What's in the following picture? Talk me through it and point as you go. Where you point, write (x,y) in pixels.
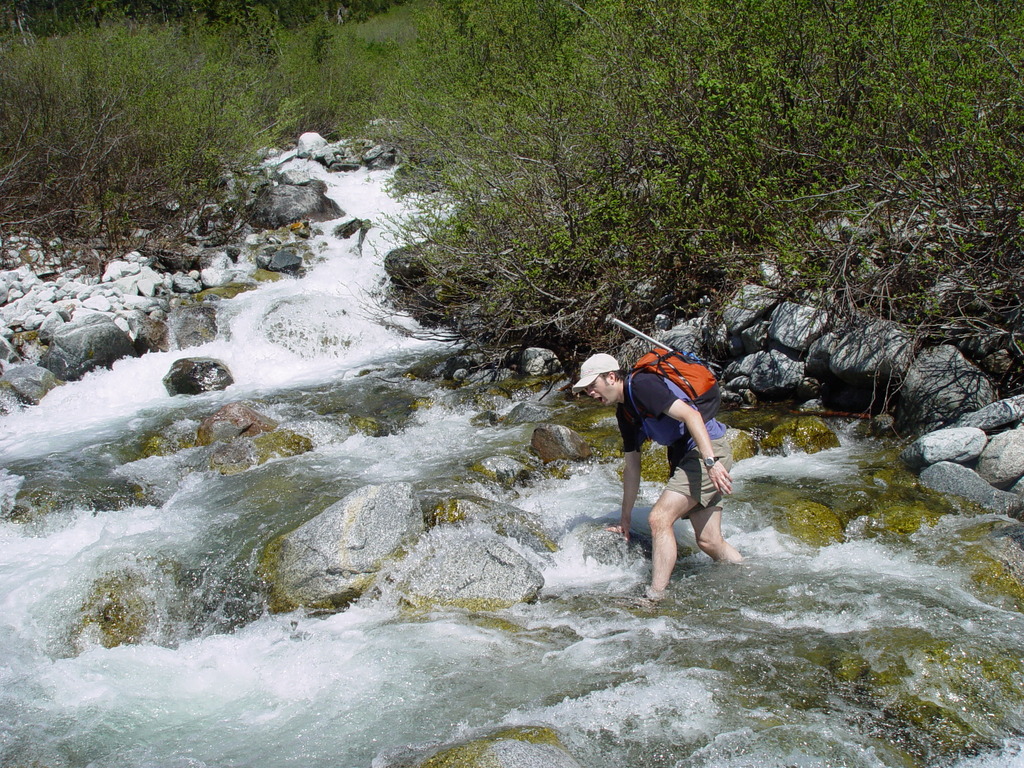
In the center of the image (680,438) a man (724,473) is wearing a bag (675,369) and hat (581,375). In the background of the image (411,308) we can see water (376,609), rocks (562,425), trees (638,191) are present.
